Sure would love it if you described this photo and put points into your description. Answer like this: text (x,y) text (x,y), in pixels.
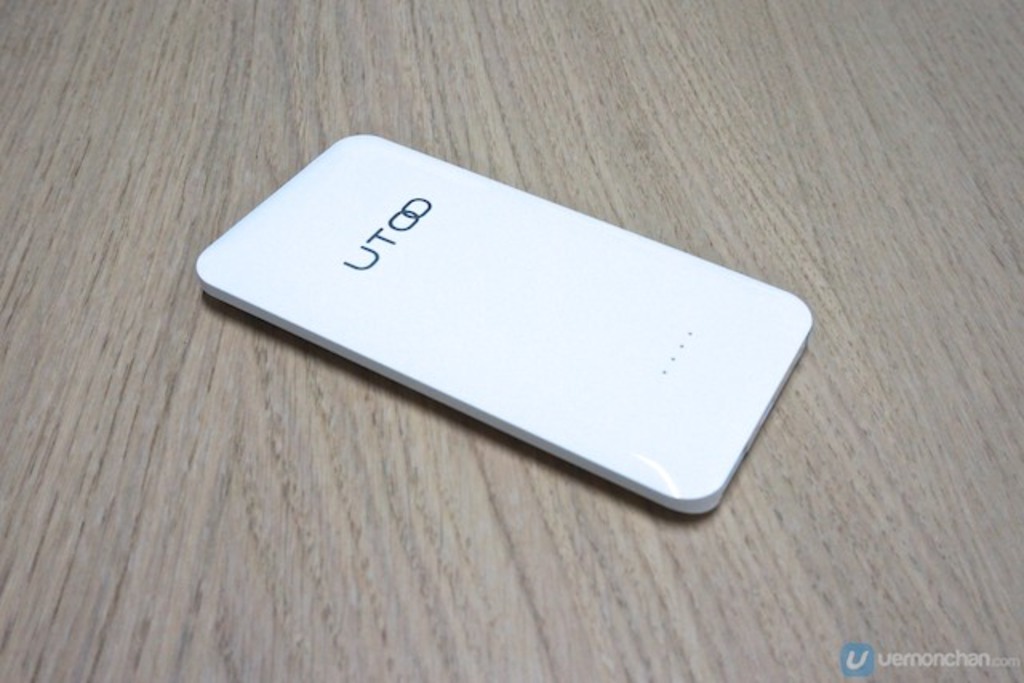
In this picture I can see a device (362,287) on the wooden board (867,637), and there is a watermark (852,667) on the image.
